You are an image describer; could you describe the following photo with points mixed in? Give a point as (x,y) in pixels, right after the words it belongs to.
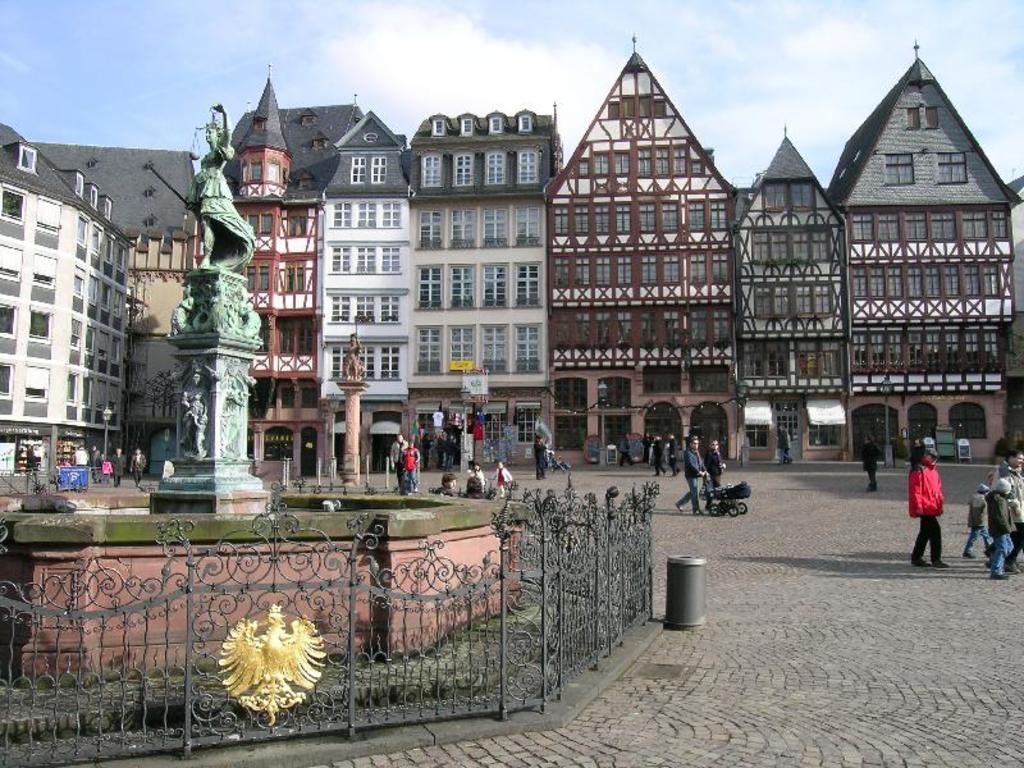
In this image there is a road (770,665) at the bottom (722,737). There is a statue (248,493), a metal fence (570,639), there are people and buildings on the left corner (70,274). There are people (989,568) on the right corner (1004,558). There are buildings (521,287), people (406,488) in the background (545,353). And there is sky (547,29) at the top (562,69).
